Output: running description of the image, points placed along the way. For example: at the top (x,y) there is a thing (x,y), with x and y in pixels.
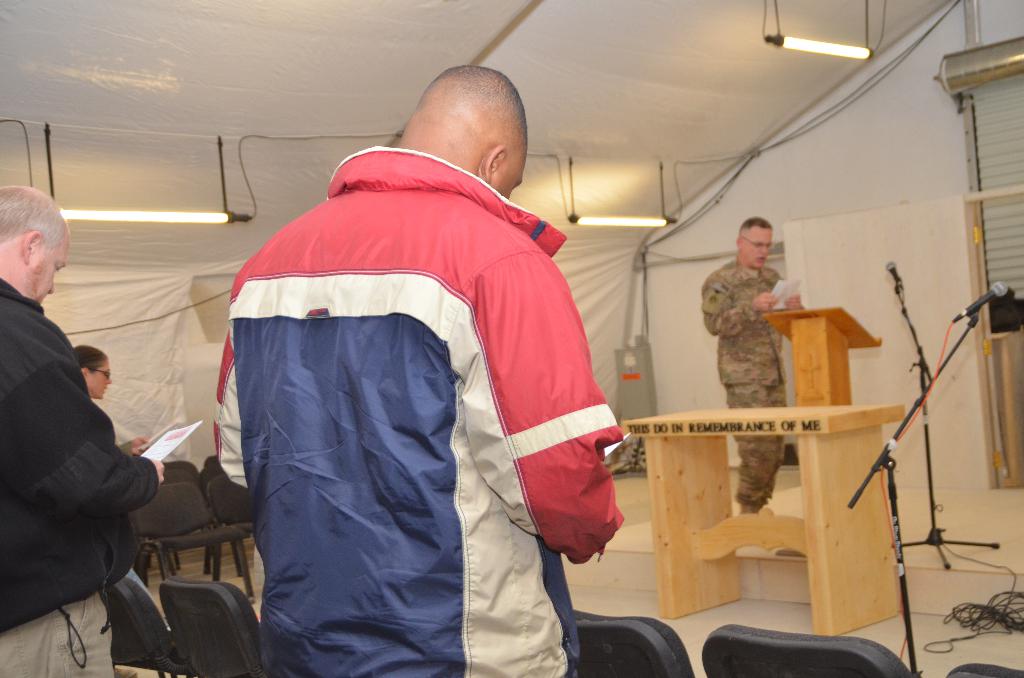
There are group of man (577,321) standing under tent (621,296) holding papers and few chairs (998,670) are placed on room (880,630). Other side there are tables (886,581) placed.
